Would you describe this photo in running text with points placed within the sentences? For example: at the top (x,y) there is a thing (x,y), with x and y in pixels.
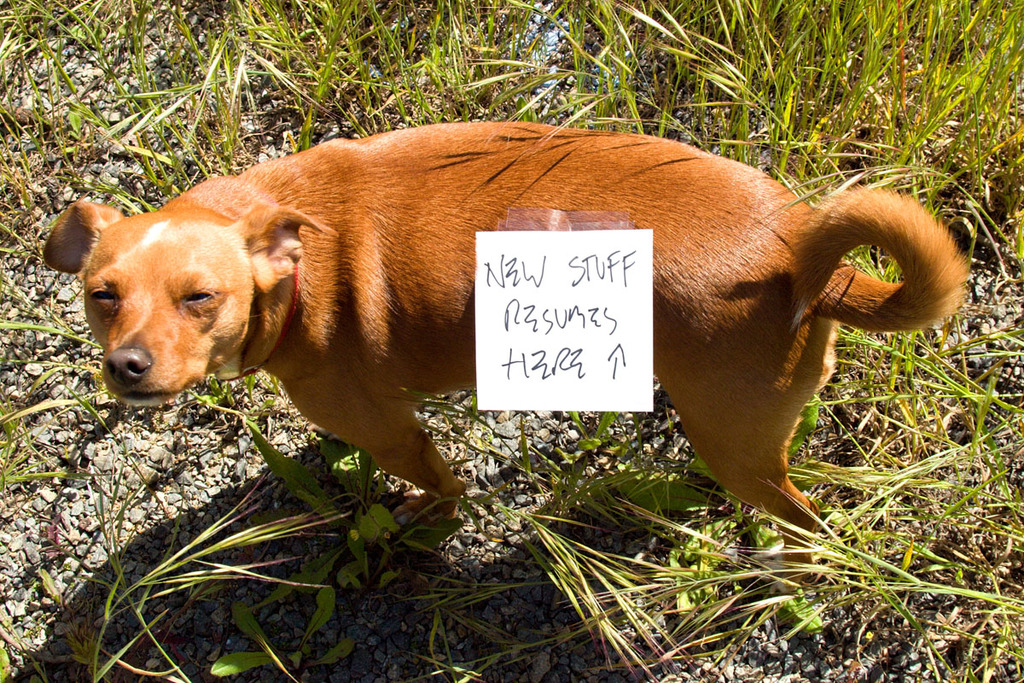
In the center of the image (406,290) we can see a dog (439,276), board (529,303). In the background of the image (800,33) we can see the grass (525,515) and some stones (522,475).
